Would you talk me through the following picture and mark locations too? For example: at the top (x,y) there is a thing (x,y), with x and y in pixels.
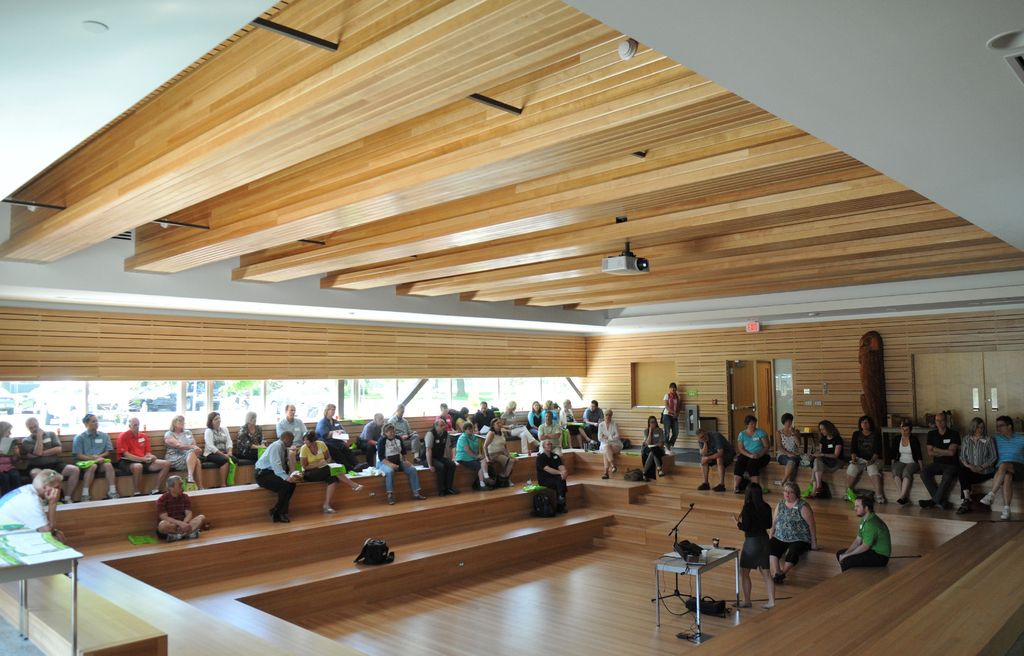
In this image I can see number of persons (336,423) are sitting on cream colored surface (415,535) and a woman (765,532) wearing black colored dress (765,532) is standing. I can see a microphone (674,538), a white colored table (710,571), few objects (688,551) on the table (725,548), the ceiling (475,200), a projector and glass windows (405,385) through which I can see few vehicles (165,399) and few trees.
